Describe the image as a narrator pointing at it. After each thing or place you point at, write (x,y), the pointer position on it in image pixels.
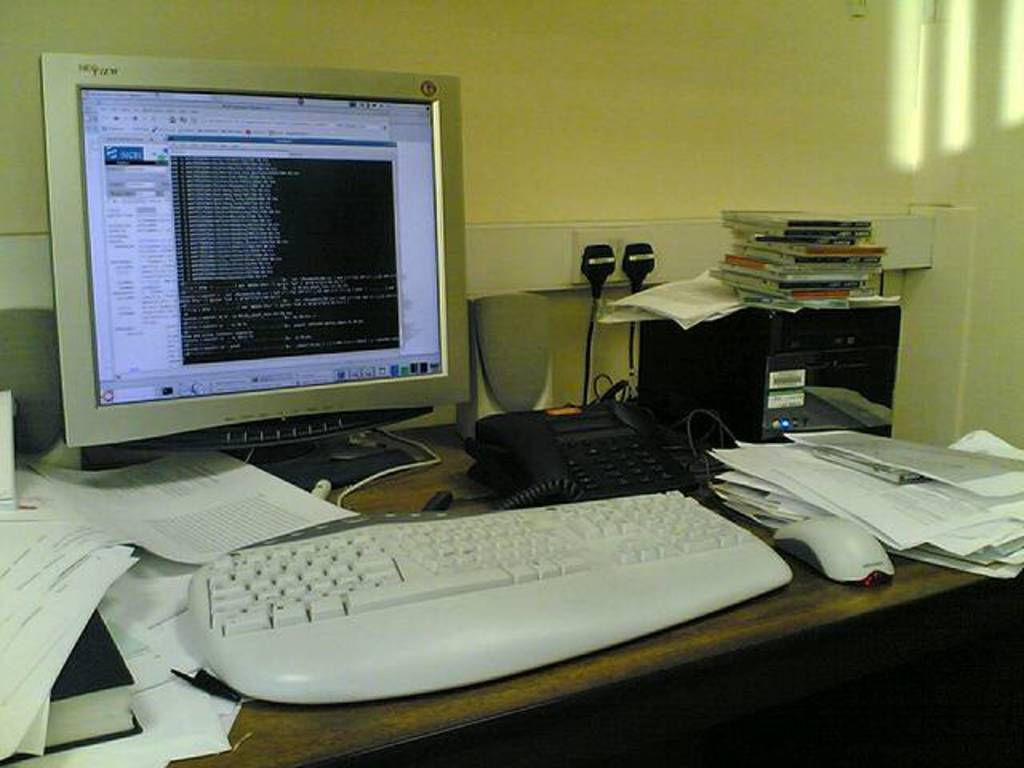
In this picture we can see table (454,451) and on table (418,452) we have papers (124,655), book (74,693), keyboard (522,592), mouse (818,550), telephone (597,433), monitor (450,359), speakers (541,330) and aside to this we have CPU (729,355), switch board (582,250), wall (617,176).
